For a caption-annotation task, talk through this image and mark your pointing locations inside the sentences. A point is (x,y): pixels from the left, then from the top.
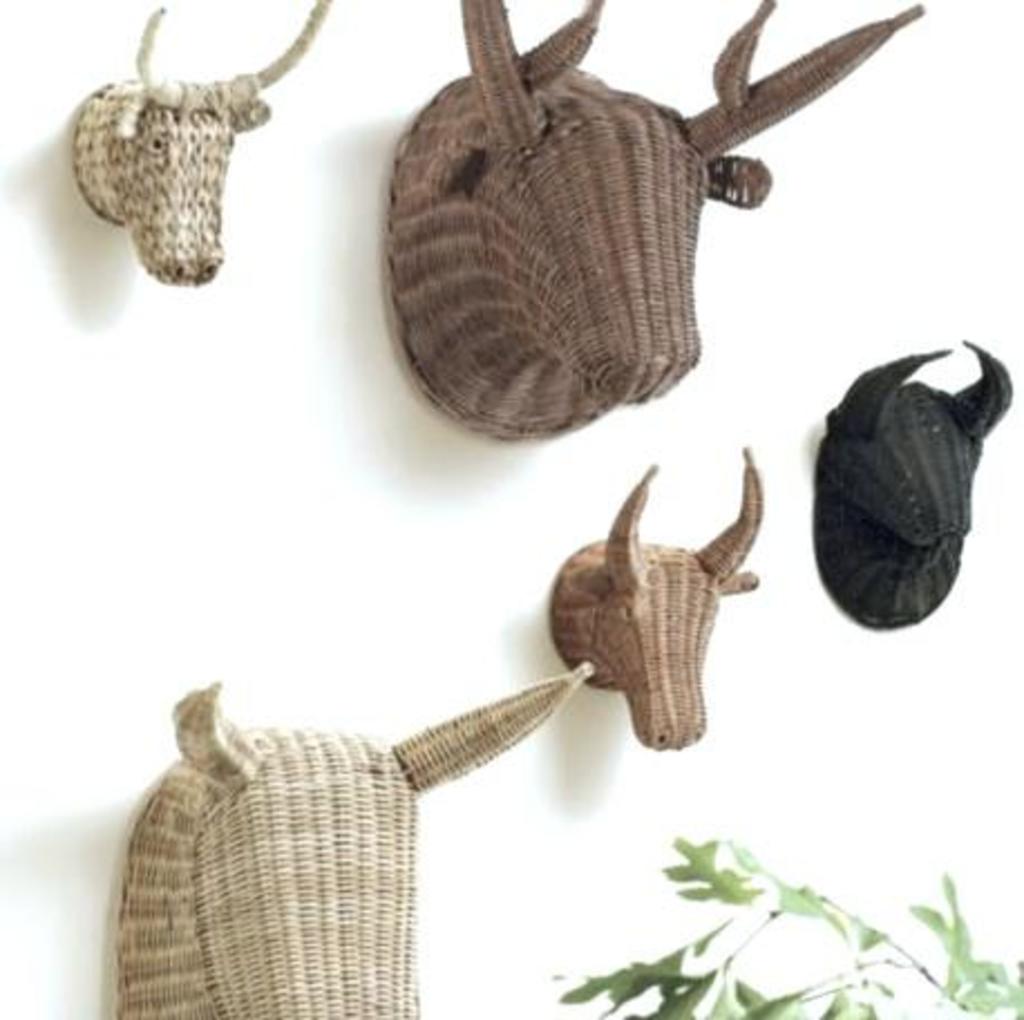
In this image I can see an animal faces (463,357) which are made of wood (304,749). I can see these faces (305,768) are in cream, black and brown color. To the side I can see the plant (739,984). These faces (893,596) are attached to the white color surface (242,466).
